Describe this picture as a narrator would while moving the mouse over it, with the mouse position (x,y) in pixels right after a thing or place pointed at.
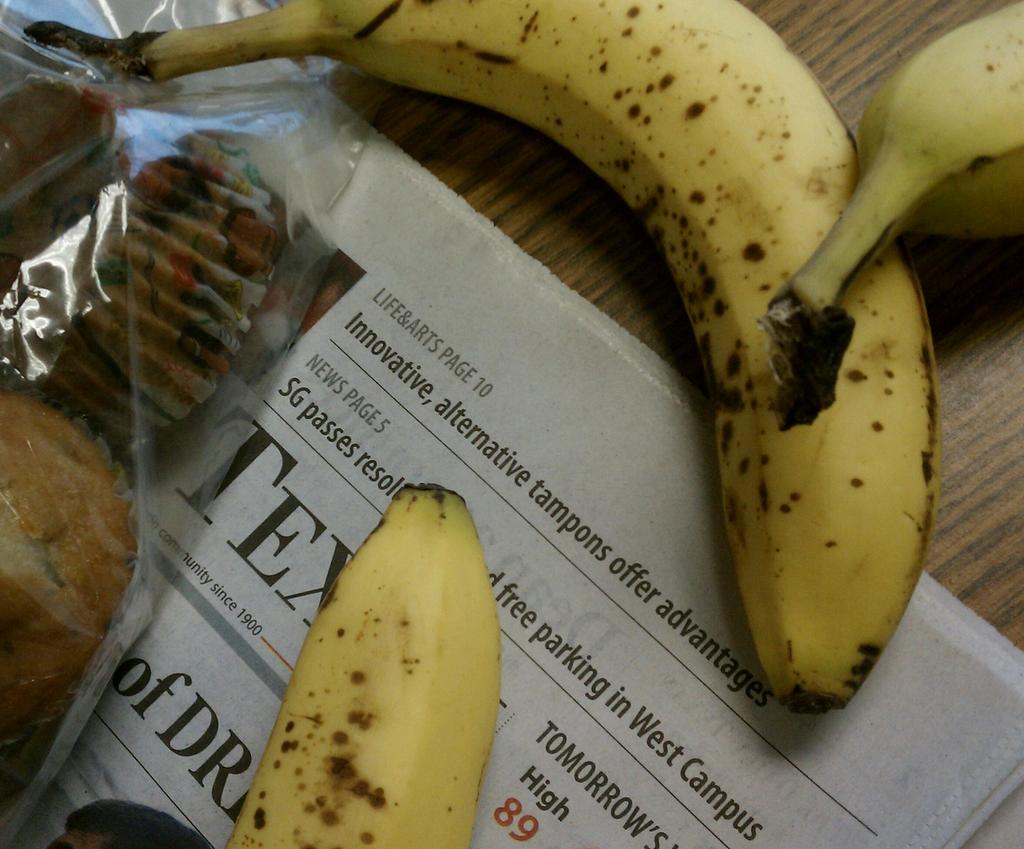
In this image there is a table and we can see a newspaper (605,360), bananas (370,662) and cupcakes (256,272) placed on the table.
